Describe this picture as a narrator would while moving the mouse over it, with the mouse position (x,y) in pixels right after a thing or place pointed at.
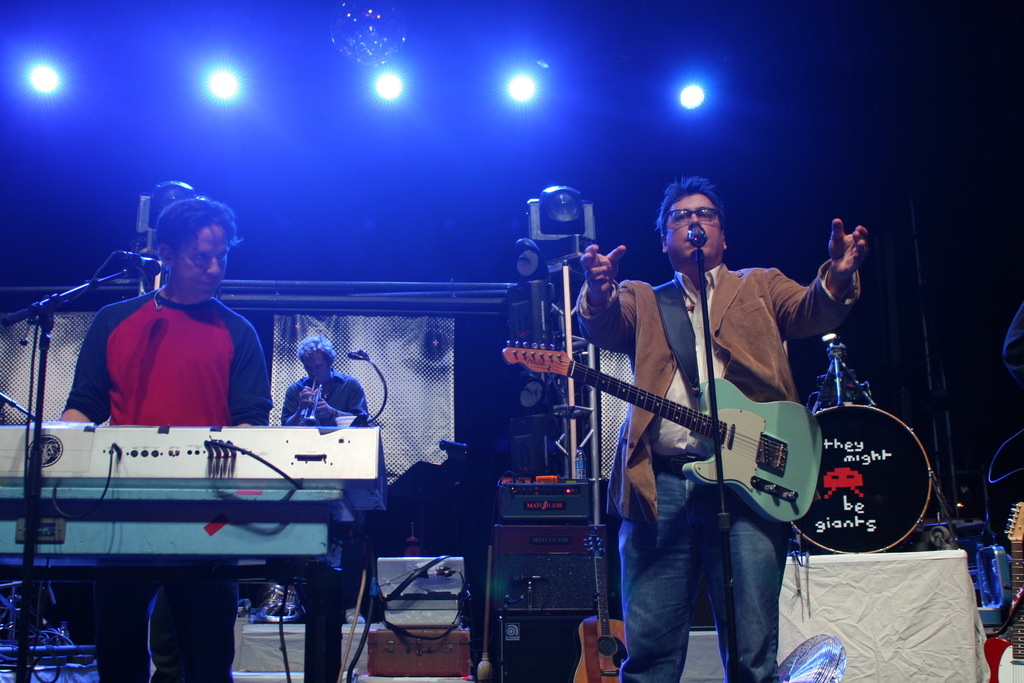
In the image it is a music concert, there are three people (154,315) in the image and around them there are a lot of equipment (39,521), the person (624,337) standing on the right side (696,369) is wearing a guitar (724,399) and singing a song. In the background (30,88) there are lights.
